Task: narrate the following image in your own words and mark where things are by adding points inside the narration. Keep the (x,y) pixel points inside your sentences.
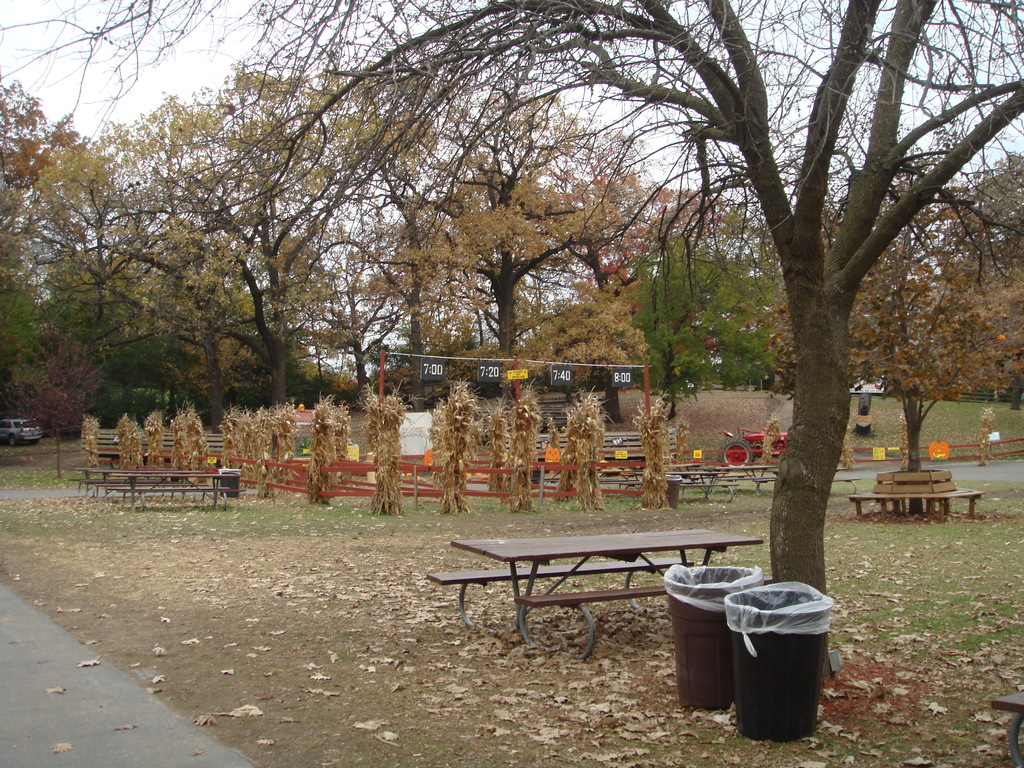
In this image there are many trees (822,263) and plants (236,362). This image is clicked outside. In the front (569,566), there is a bench (584,564), two dustbin (755,615). To the left (36,436), there is a car (22,427). At the bottom (458,685), there are dry leaves (378,657). At the top (193,52), there is sky (232,49).
